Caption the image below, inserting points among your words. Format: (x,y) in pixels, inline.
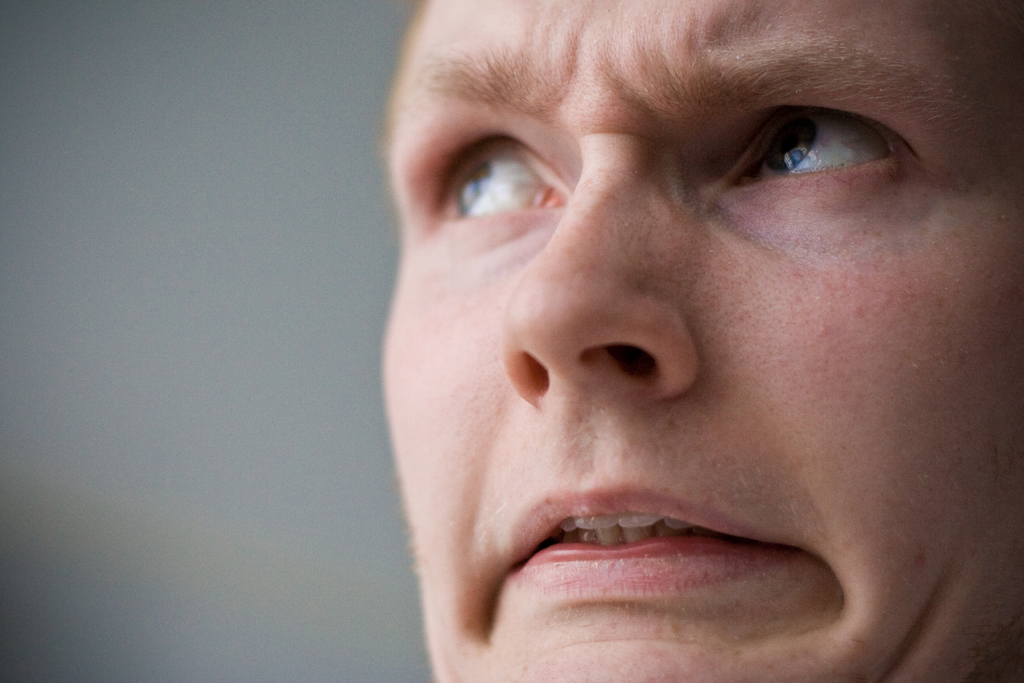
In this image in the middle (583,404), there is a man (590,404), he is staring at something. In the background (273,387) there is wall (255,325).
